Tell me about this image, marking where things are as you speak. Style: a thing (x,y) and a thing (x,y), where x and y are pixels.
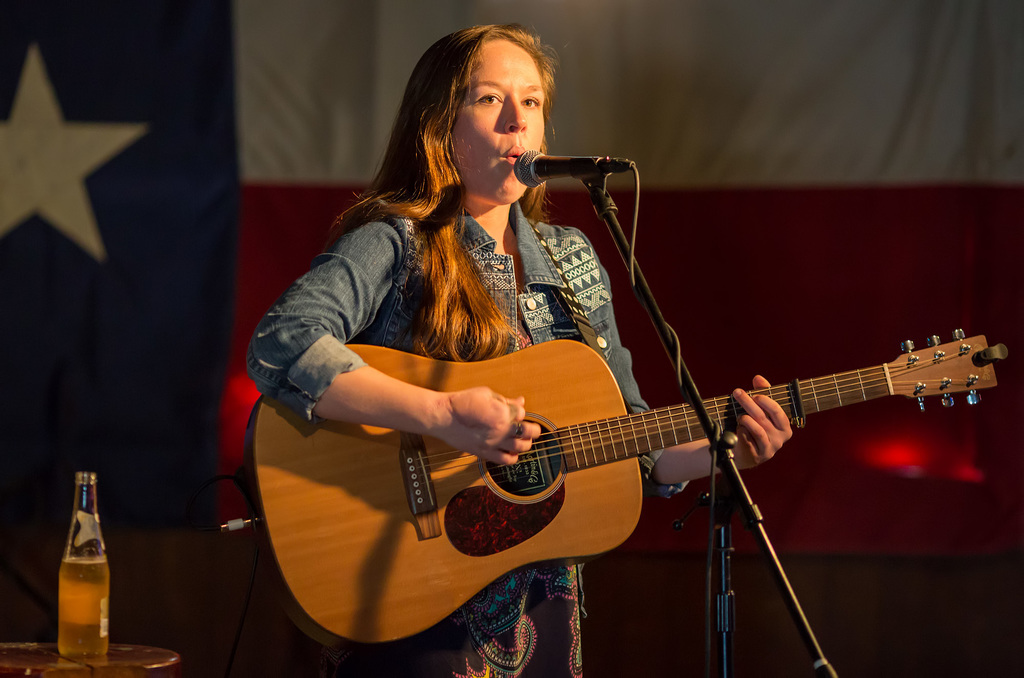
In this image there is a person (422,160) wearing clothes (547,287) and playing a guitar (573,511). This person (477,312) is standing in front of the mic (589,167). There is a table (93,665) in the bottom left of the image (94,606) contains a bottle (100,624).
